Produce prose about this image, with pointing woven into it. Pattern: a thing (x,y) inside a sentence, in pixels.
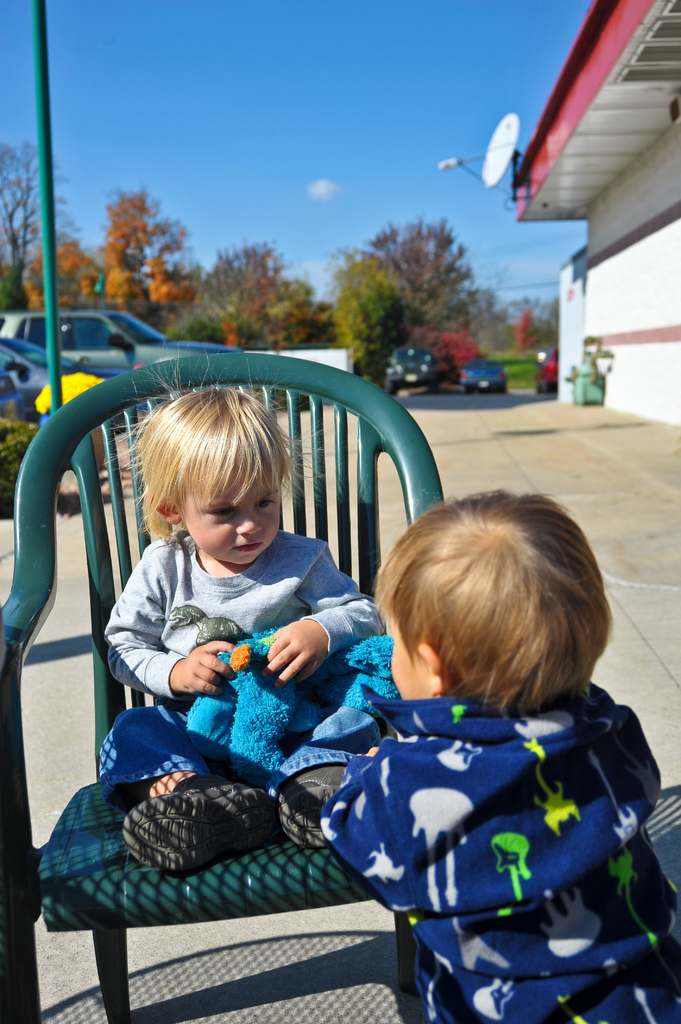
To the left side of the image (38,472) there is a green chair (408,439). On the chair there is a kid (201,551) with grey t-shirt (211,591), blue pant (189,764) and black shoes (200,789) is sitting on the chair (297,527). In front of the chair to the right side (520,830) there is a kid (512,812) with blue shirt (512,812) is standing. To the left corner of the image (57,360) behind the chair (68,430) there is a pole (40,24). Behind the pole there are few vehicles (69,334). And in the background (302,310) there are trees (439,332) and also there are two cars (409,366). To the right corner of the image (605,131) there is a white building (594,157) with a dish TV antenna (511,125) on it. And to the top of the image (338,76) there is a sky (292,93).
